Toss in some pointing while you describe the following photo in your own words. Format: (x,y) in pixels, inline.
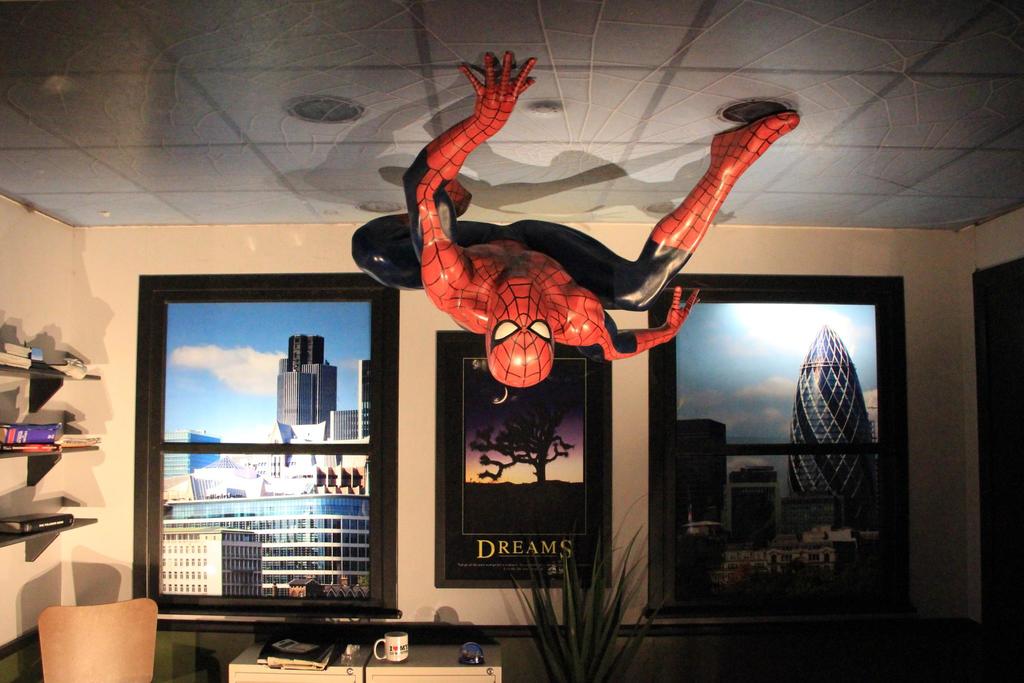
In this image there is a spider man (444,138) upside down, there are three frames (161,513) attached to the wall (638,487) in which there are buildings (255,471) and sky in two frames (385,488) and a tree (541,468) and some text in the third frame (542,460), there are books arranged in the shelves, a book (296,662), glass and some other objects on the table (424,661), there is a plant (587,645).
